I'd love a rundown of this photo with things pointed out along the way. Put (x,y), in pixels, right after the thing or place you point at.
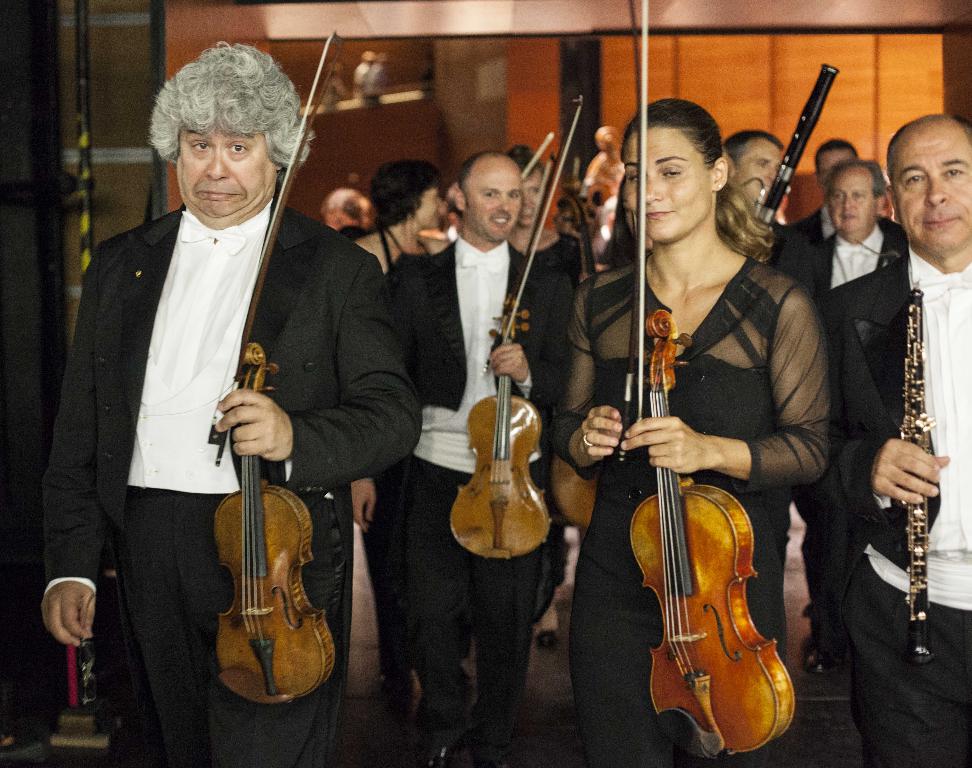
In this image I can see a group of people (339,321) standing and holding the musical instruments (467,490). In front (198,393) three persons (573,386) are holding a violin (686,588). At the back side (735,100) there is brown wall (803,86).
